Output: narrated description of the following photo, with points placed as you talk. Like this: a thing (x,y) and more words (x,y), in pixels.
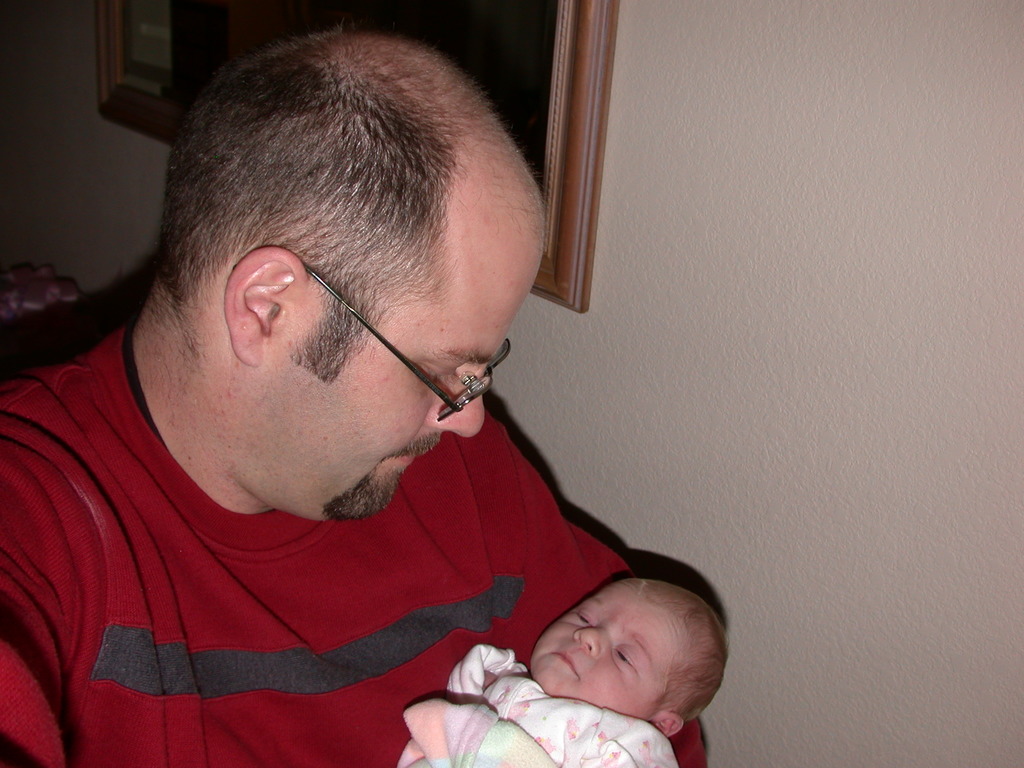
In this picture I can see a human (346,494) sitting and holding a baby (612,644) and I can see a photo frame (556,235) on the wall (776,331).
